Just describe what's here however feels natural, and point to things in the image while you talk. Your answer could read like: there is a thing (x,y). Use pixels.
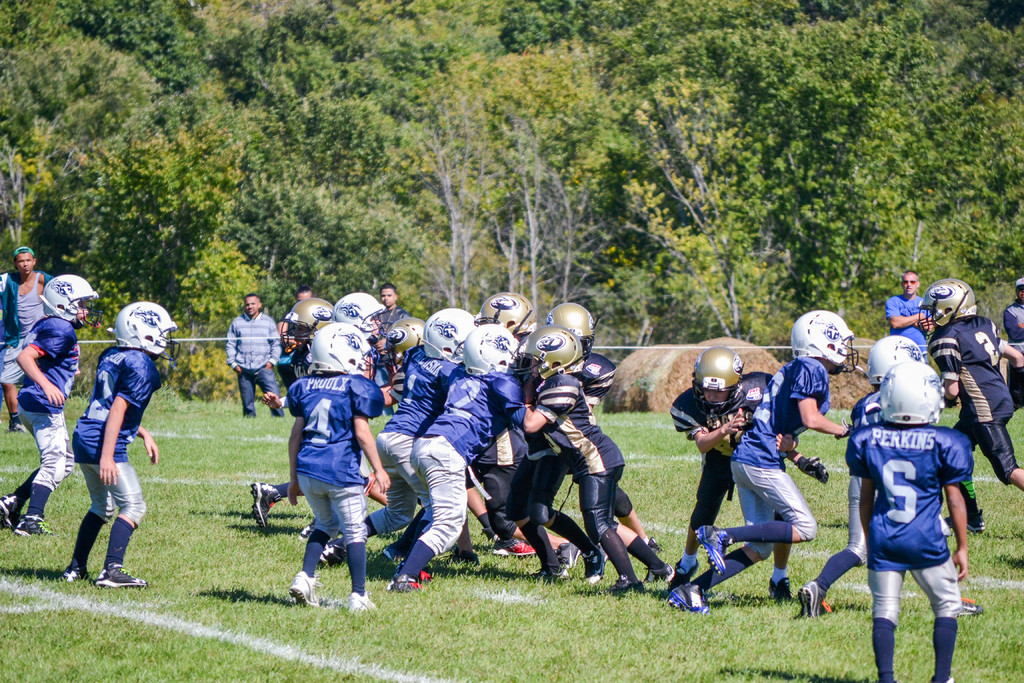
This picture is taken on the ground (185,464). On the ground (157,414), there are group of people (706,454) playing a match. Some of them are wearing blue t shirts (361,401) and white helmets (347,363). Some other people (560,398) are wearing black t shirts (951,343) and gold helmets (572,340). In the background (199,285), there are people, hay bales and trees (774,164).
